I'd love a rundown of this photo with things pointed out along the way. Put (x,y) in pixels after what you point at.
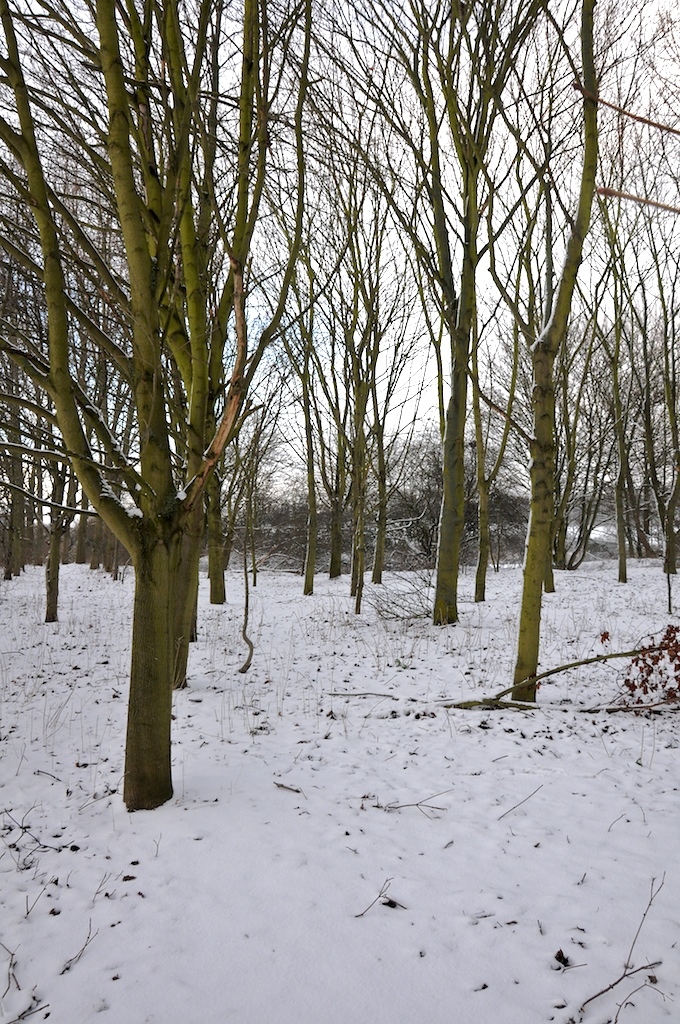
In this image we can see some trees (325,509) and we can see snow (87,891) on the ground (87,891). We can also see the sky (278,199).
